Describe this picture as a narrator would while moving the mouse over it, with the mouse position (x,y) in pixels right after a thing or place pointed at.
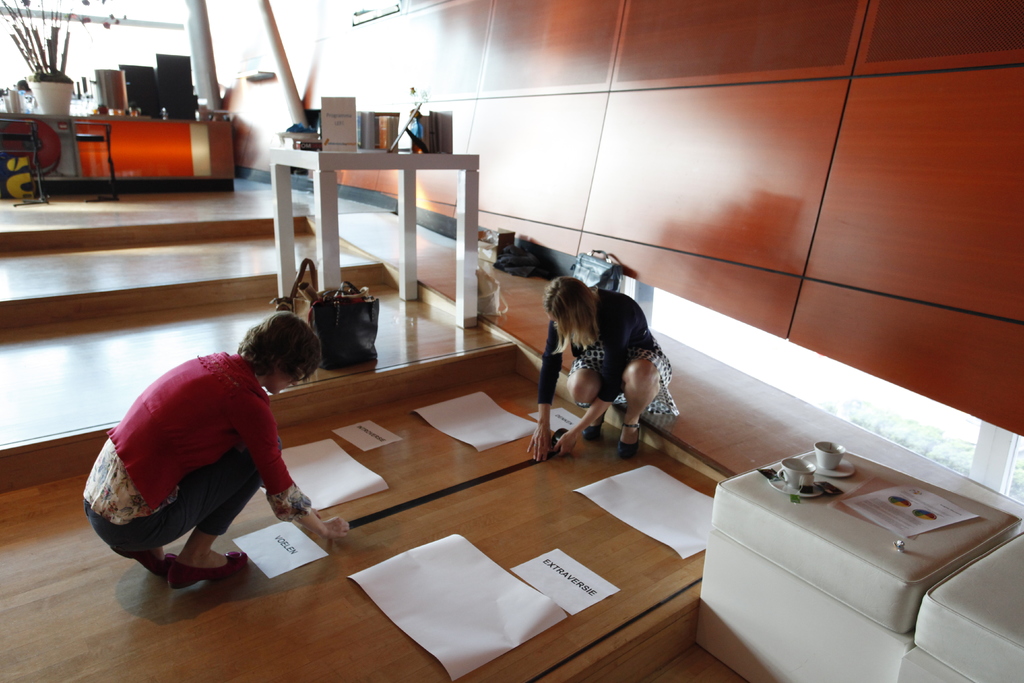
In this picture we can see there are two women (147,496) in the squat position and doing some work on the wooden floor (246,625) and on the floor (356,619) there are papers (478,428). On the right side of the people (541,373) there are saucers (839,470), cups (800,476) and a paper (904,493) on the object (805,586). Behind the people (271,426) there is a bag (360,339) on the floor (350,215) and some items (299,135) on the table (330,199). Behind the table (318,158) there is a house plant (51,87) and other things (19,89).
